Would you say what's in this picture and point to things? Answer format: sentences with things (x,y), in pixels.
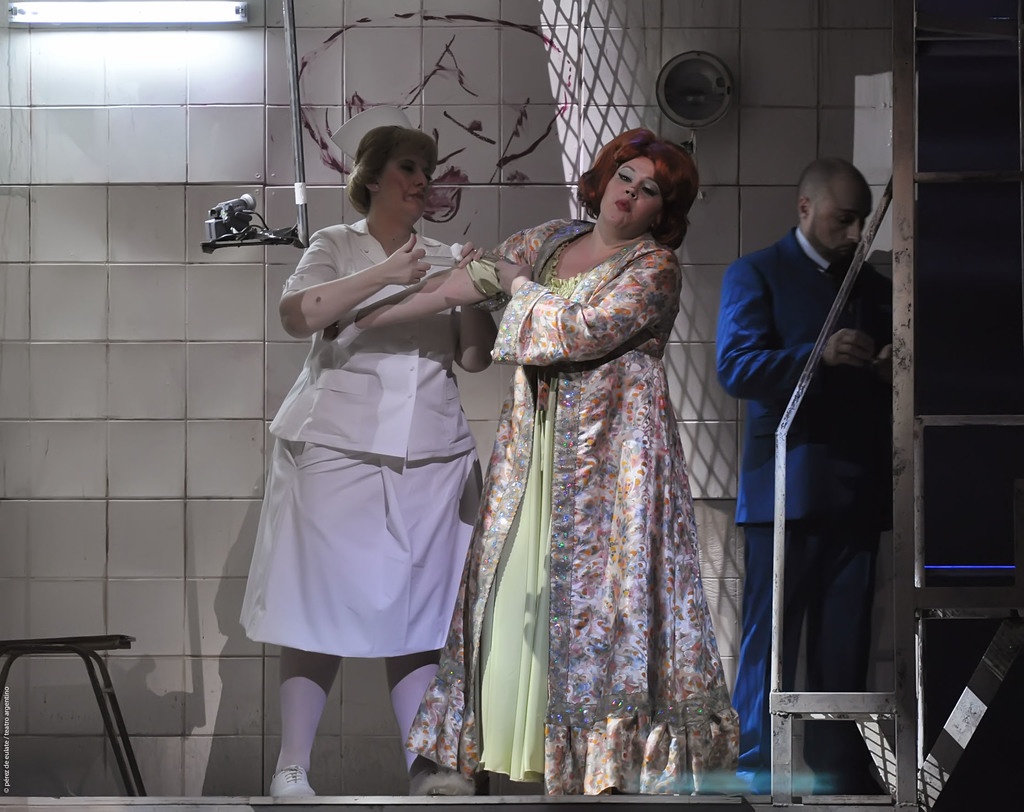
In this image there is a nurse (483,329) giving the injection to the woman (597,638). Behind them there is a person (742,722) standing. There is some metal object (242,238). On the left side of the image (12,694) there is a stool (23,644). On the right side of the image (903,737) there is a metal rack (780,736). In the background of the image (693,113) there is a tube light (63,6) and some object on the wall (209,446). There is some text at the bottom left of the image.
